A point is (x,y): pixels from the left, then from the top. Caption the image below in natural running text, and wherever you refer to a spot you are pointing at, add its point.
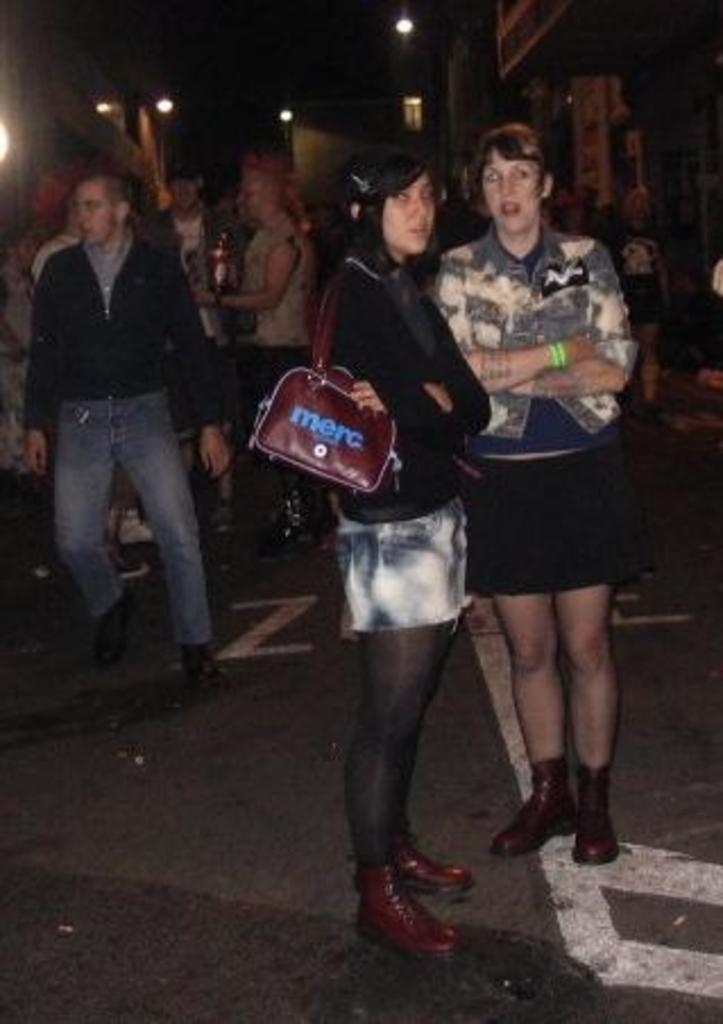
In this image, I can see few people (567,605) standing on the road (280,966). In the background (142,111), there are buildings (629,83) and lights (0,159).
